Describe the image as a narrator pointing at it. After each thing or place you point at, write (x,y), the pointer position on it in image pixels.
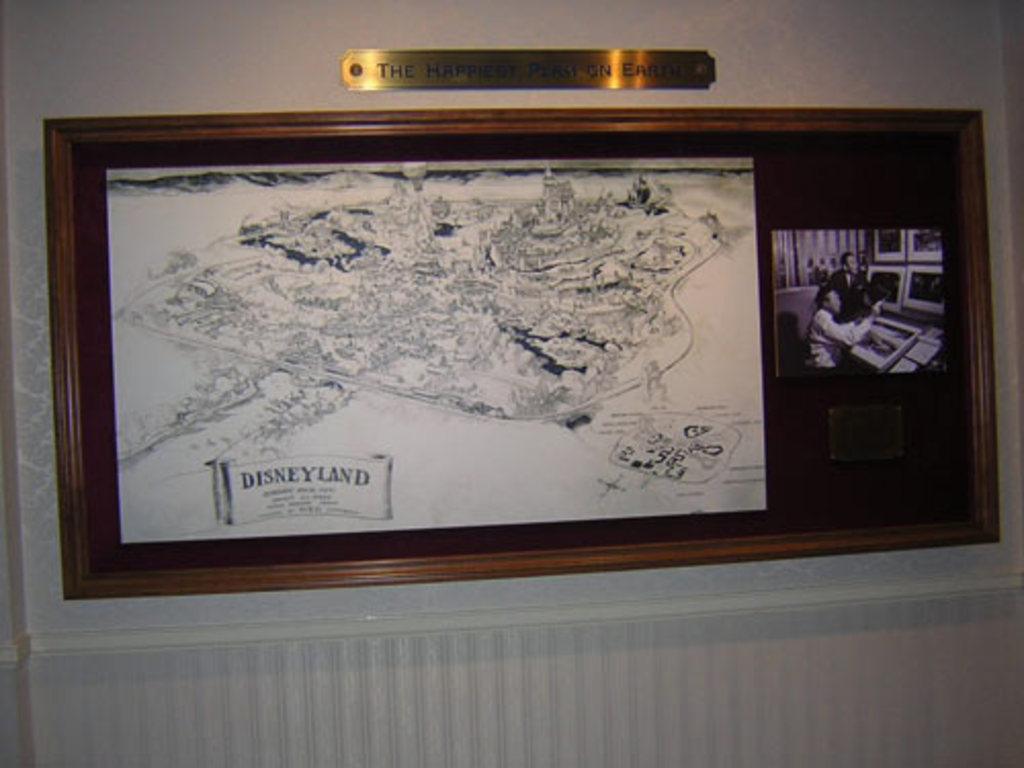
In this image there is a board (557,143) on the wall (122,711). On the board (574,163) there is a map (400,225) with text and a photograph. On top of the board (714,282) there is a nameplate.
